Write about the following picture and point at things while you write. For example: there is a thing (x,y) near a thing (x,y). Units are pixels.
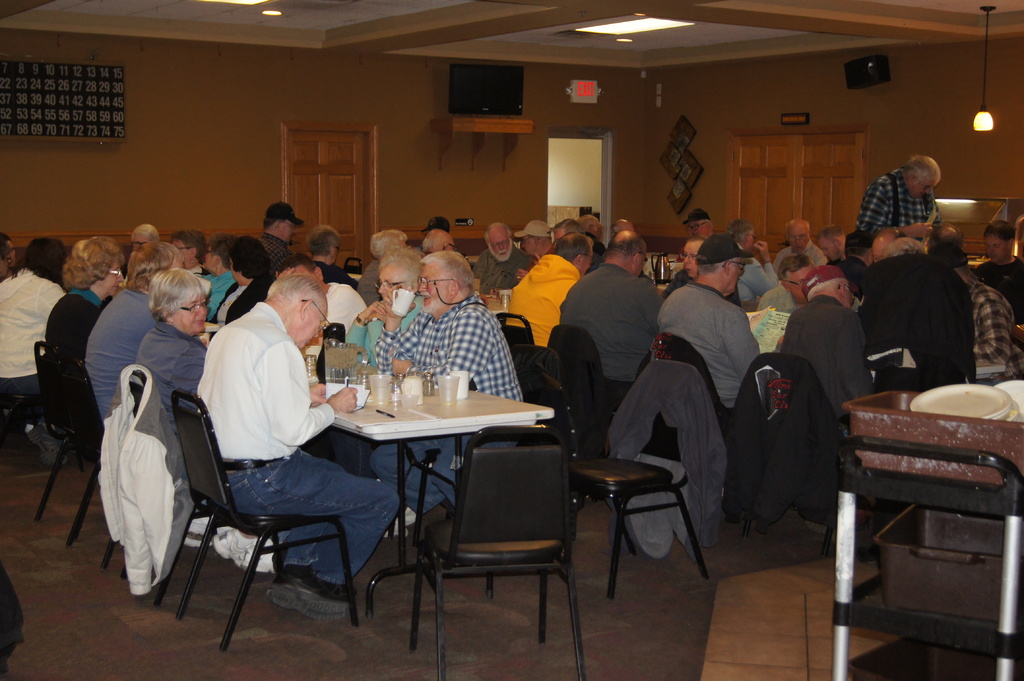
There are many people (161,346) sitting in the chairs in front of a tables (466,412) in this room (657,286). On the table (434,414) there are some glasses (464,389), bowls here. One guy (880,204) is standing in the background (903,198). We can observe a television (479,114) doors (318,180) and a wall (178,120) here.
